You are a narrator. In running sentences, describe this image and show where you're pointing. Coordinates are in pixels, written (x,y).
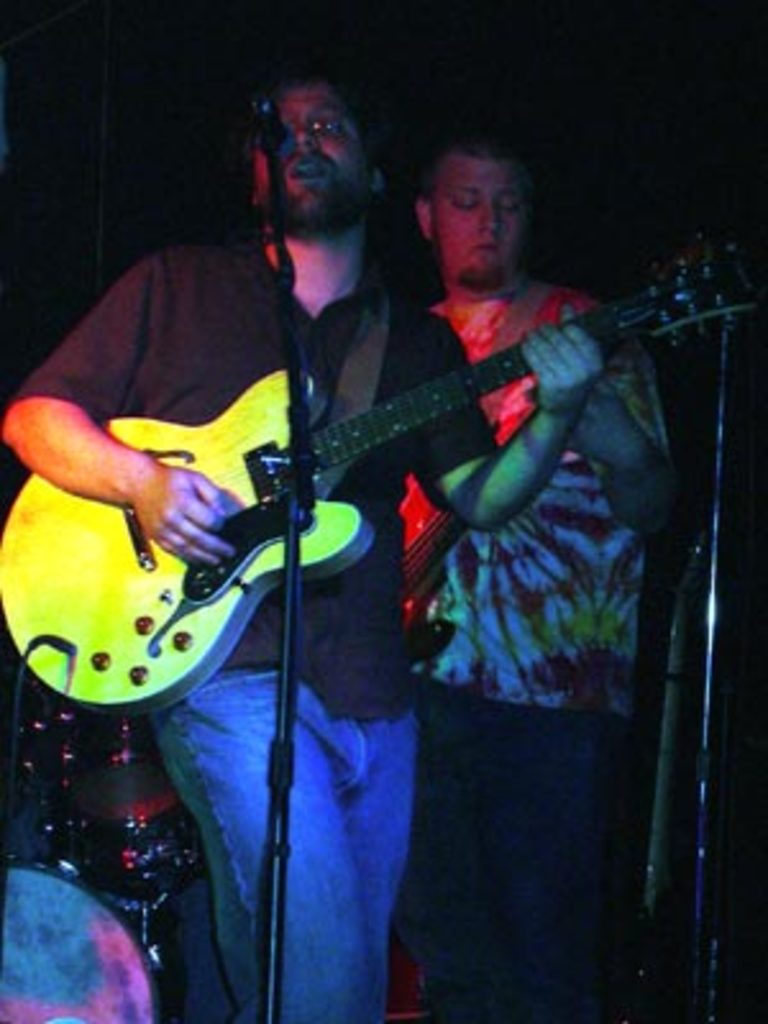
There is a person (357,329) in a t-shirt (404,458), singing, standing, holding a guitar (472,382) and playing in front of a mic (266,101) which attached to a stand (273,961). Beside him, there is another person (482,166) holding a guitar (415,625) and standing. And the background (724,97) is dark in color.
